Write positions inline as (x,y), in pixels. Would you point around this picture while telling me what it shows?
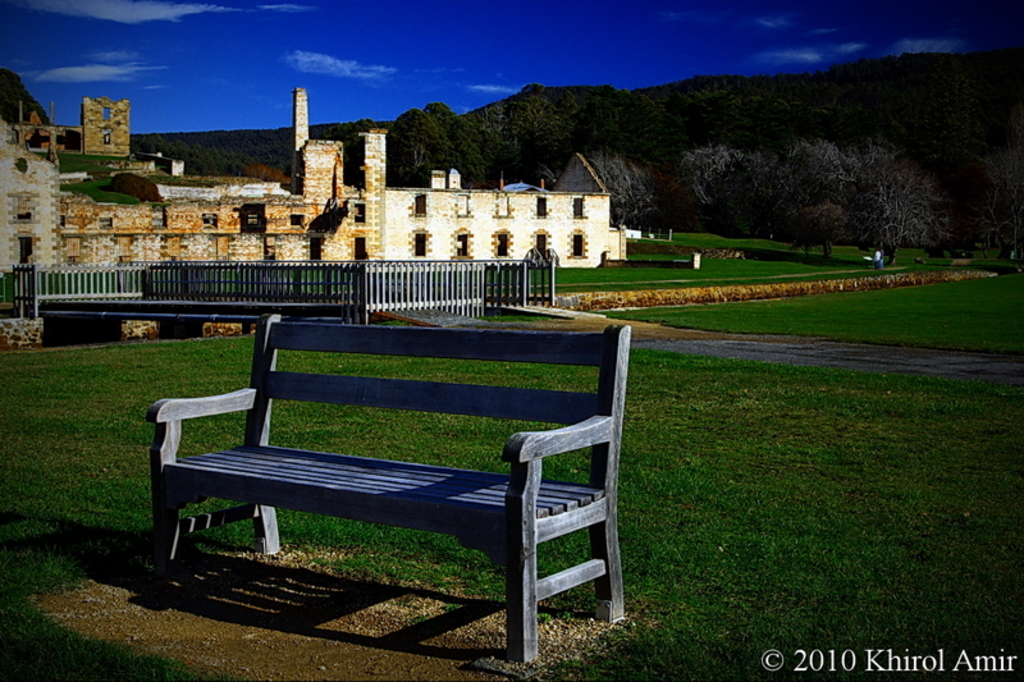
This picture might be taken from outside of the city. In this image, in the middle (449,343), we can see a bench (437,468). On the left side (291,250), we can see a building (67,229). In the background (902,118), we can see some trees (688,210), rocks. At the top (484,33), we can see a sky (419,96), at the bottom (848,468), we can see a grass (37,383).
